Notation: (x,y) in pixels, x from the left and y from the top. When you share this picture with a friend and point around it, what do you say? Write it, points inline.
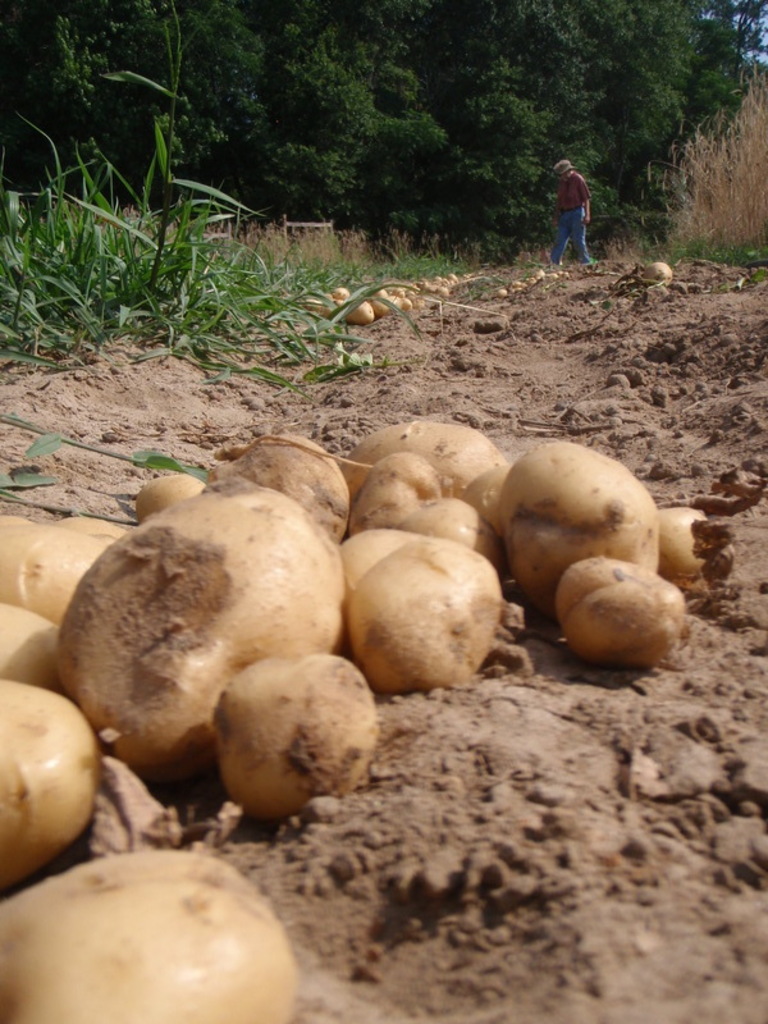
In this image we can see some potatoes (430,473) on the ground (494,760), there is a person (579,222) walking, there are some plants (694,152), grass (716,202), and trees (540,150).
